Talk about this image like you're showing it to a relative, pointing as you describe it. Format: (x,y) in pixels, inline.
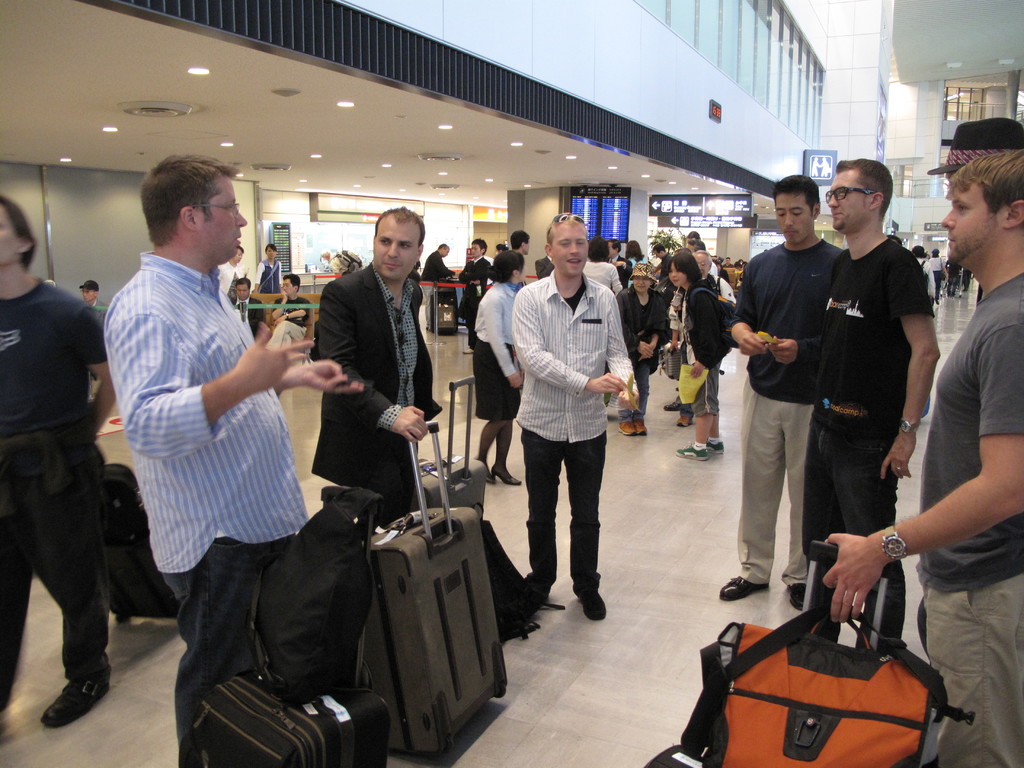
In this image I can see number of persons (331,338) are standing on the ground (677,471) and holding bags (356,570) in their hands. In the background (605,48) I can see the building (608,70), the ceiling (389,163), few lights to the ceiling (401,152), few boards (615,195) and few other objects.
